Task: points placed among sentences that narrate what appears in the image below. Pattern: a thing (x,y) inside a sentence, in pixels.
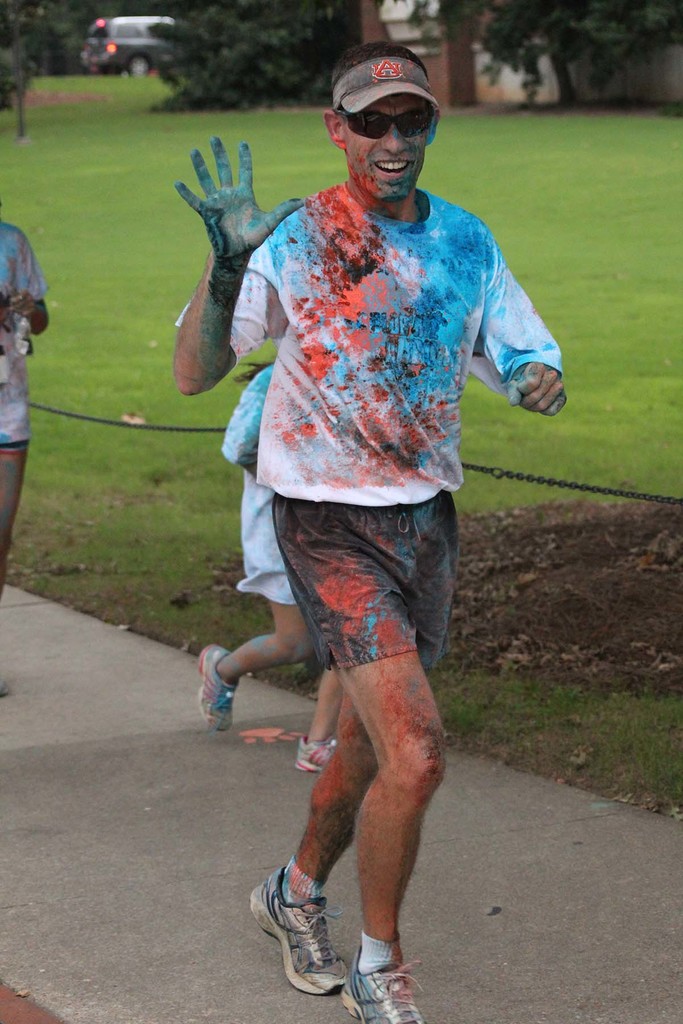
This picture is clicked outside. In the foreground (354,433) we can see the group of persons (309,301) running on the ground (614,612). In the background (139,25) there is a vehicle (125,67) and we can see the green grass (506,226) and the plants (642,20).
